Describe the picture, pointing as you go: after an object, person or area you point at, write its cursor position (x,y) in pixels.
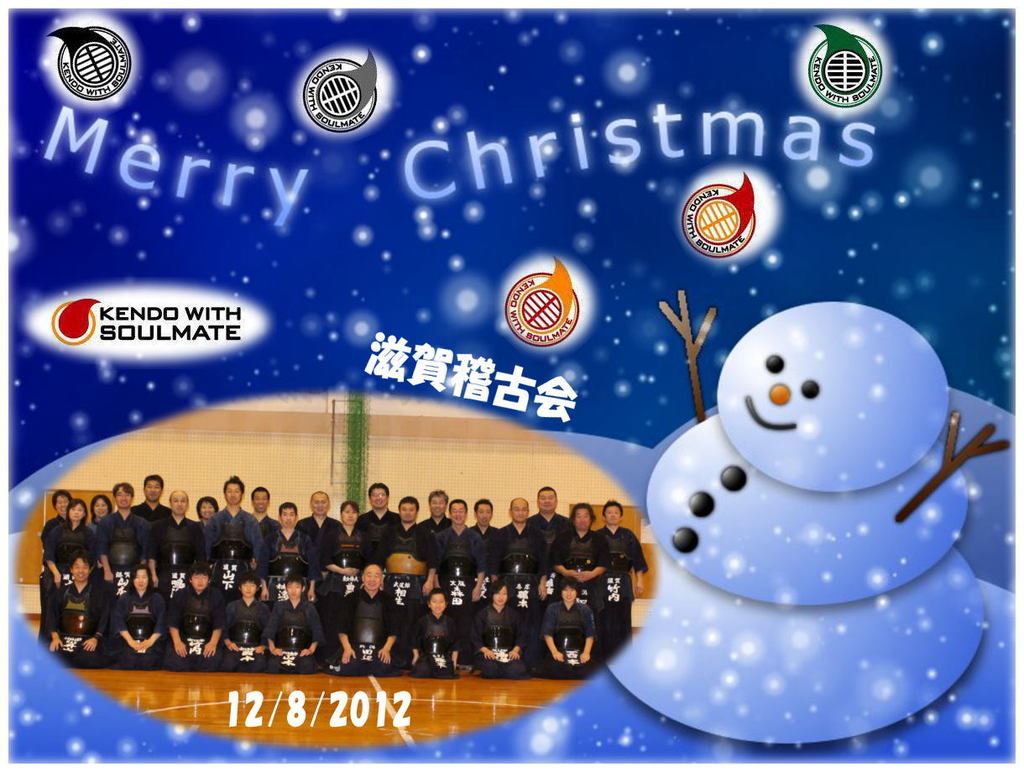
The picture is looking like a poster. On the left (120,653) there is a group photograph (294,558) and date (355,707). On the right (714,680) we can see an animated snowman (801,405). At the top (247,166) there is text (96,144) and some logos (198,334). At the top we can see white color objects (932,166).
